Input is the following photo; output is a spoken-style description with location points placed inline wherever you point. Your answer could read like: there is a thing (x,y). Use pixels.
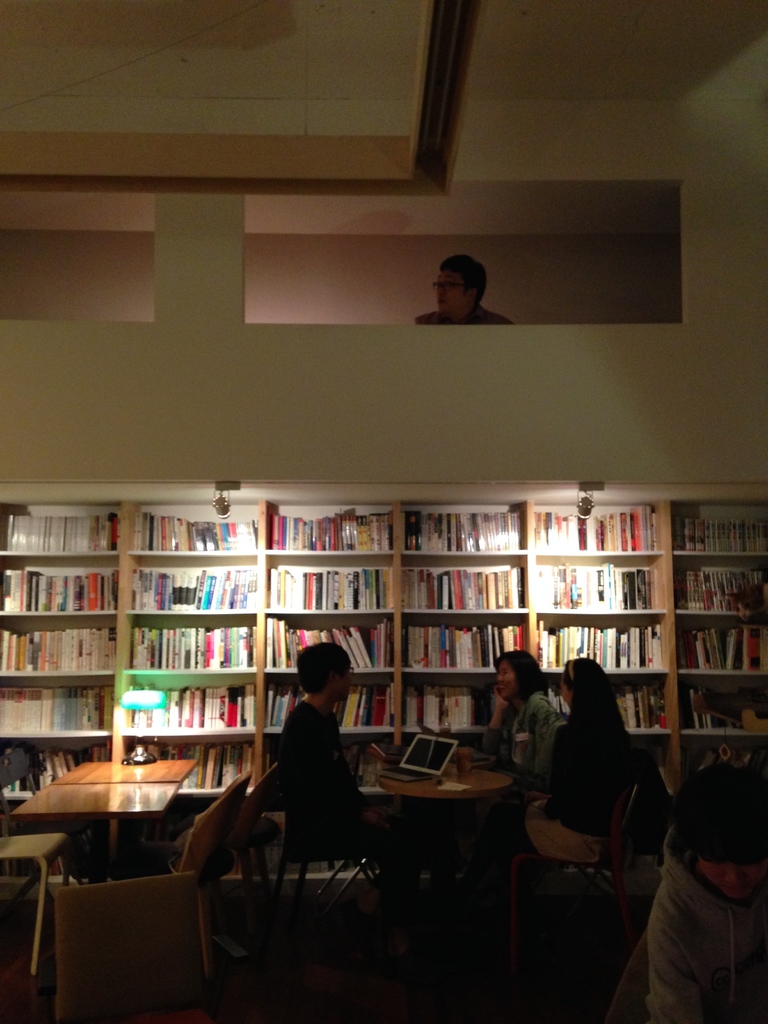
It looks like a library (61,656) in the image. There are five persons (474,280) in the image. In the front (317,936), there are chairs (133,905) and tables (418,781). On the table (450,795) there is a small laptop (423,771). In the background (227,423), there is a wall (322,478) and racks (127,560) in which books (411,542) are kept. At the bottom (371,993) there is a floor (374,1003). At the top (272,62), there is a slab (398,79).
